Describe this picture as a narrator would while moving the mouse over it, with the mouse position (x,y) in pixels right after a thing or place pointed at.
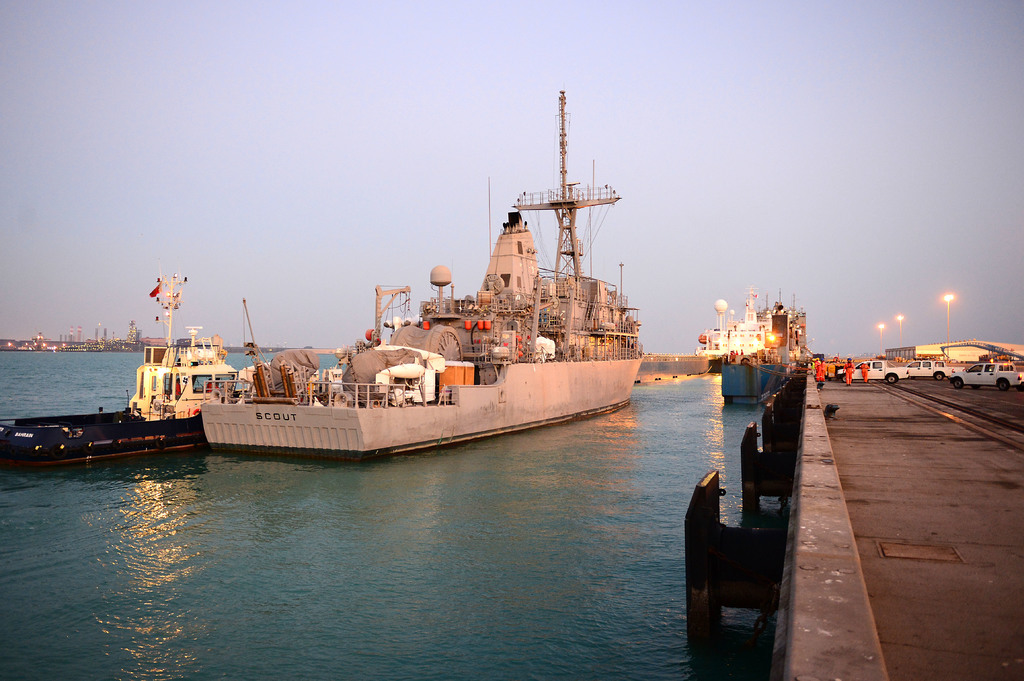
We can see ships (391,427) above the water (443,563) and poles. On the right side of the image (1008,354) we can see people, vehicles (887,379), shed (999,342) and lights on poles (880,337). In the background (768,306) we can see ship (708,343), buildings (50,345) and sky (678,162).
